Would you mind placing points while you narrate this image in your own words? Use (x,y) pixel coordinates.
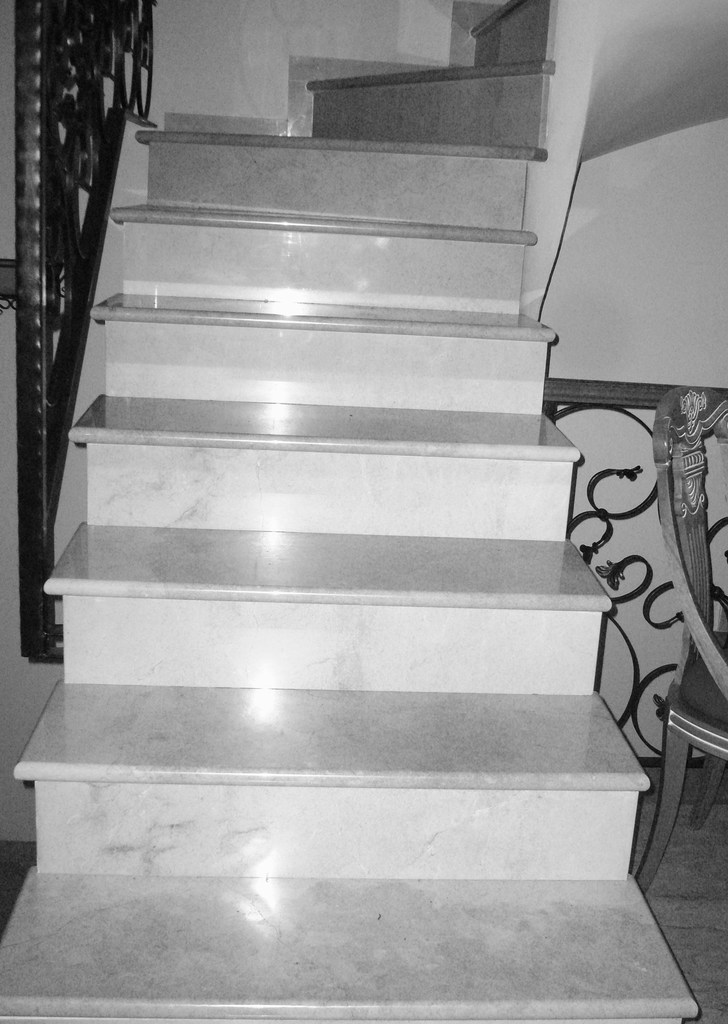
In this image in the foreground (486,498) there are some stairs (484,397), on the right side (686,549) there is one chair (696,511) and on the left side (103,223) there is a fence (113,118).
